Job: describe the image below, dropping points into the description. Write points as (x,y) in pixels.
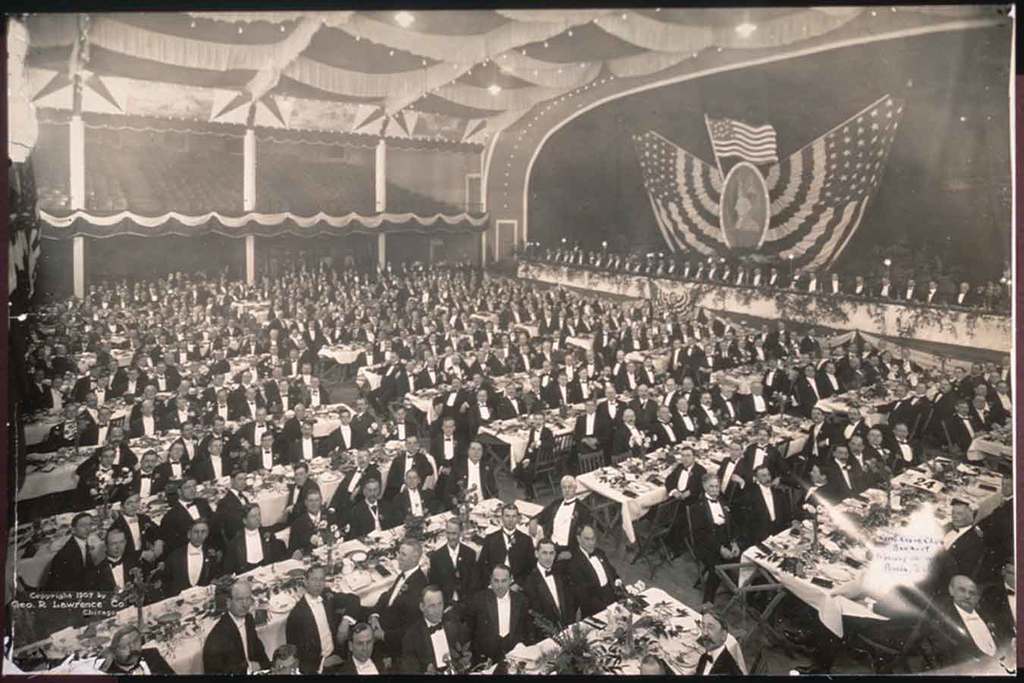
In this image I can see people (420,556) are sitting on chairs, in-front of them there are tables (602,484), above the table (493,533) there are flowers (106,475), vases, plates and objects (372,546). In the background of the image (468,101) I can see a tent (663,20), lights (541,110), pillars (485,183) and flags (721,149). At the bottom left side (47,596) and right side of the image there are watermarks (86,597).
